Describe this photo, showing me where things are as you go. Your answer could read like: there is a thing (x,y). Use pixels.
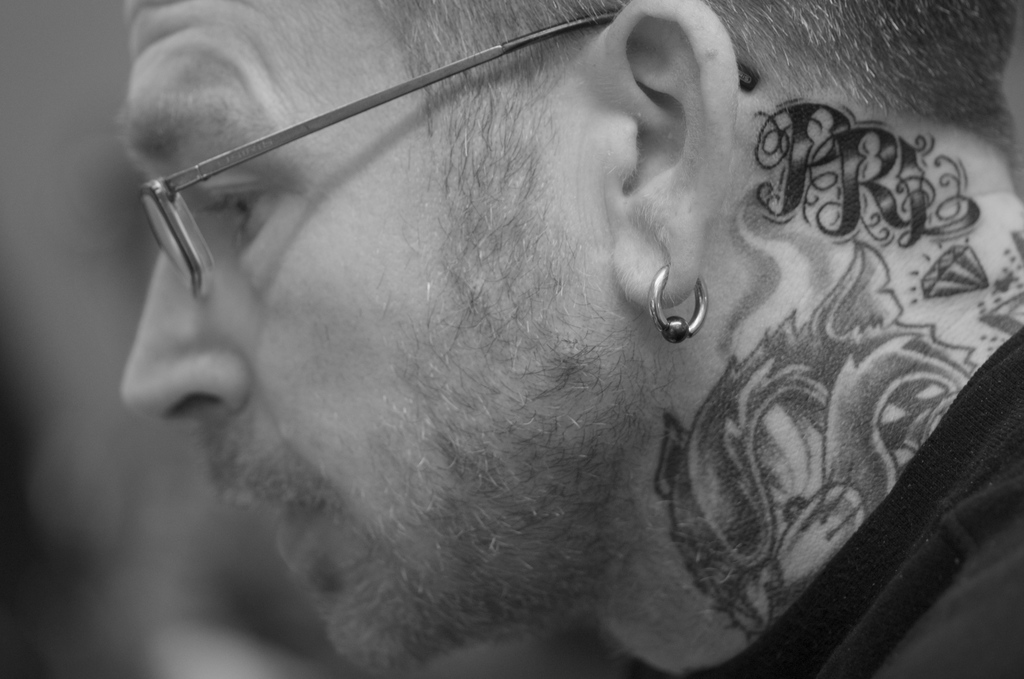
In this image there is a person (297,185) with a spectacle (283,129), earring (657,292) and tattoos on the neck (653,415).
